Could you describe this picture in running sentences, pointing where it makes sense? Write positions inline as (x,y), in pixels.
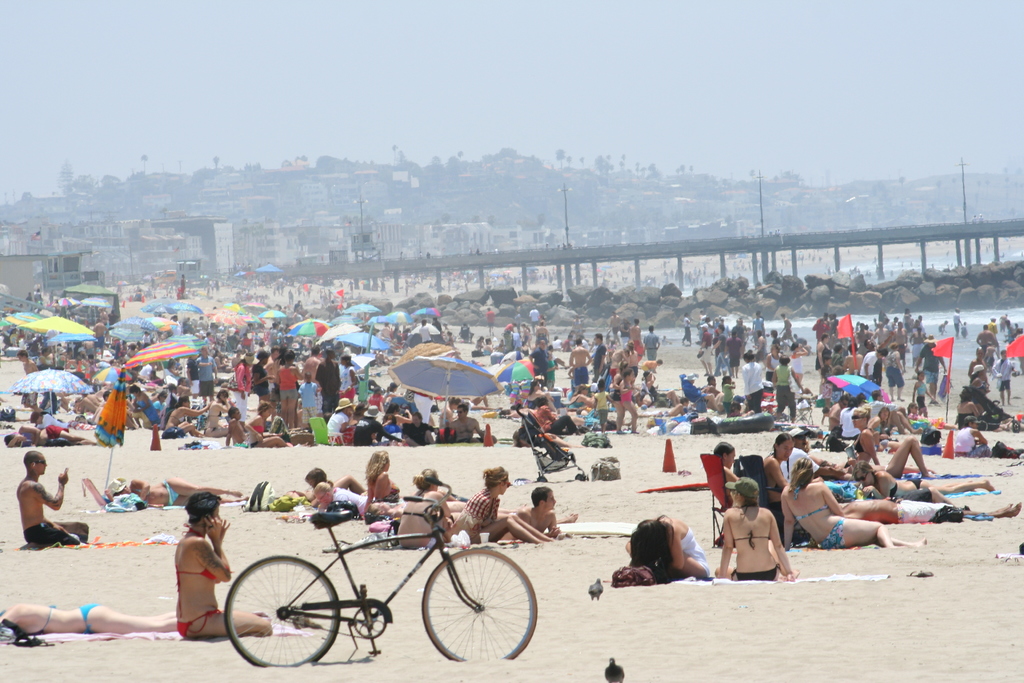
In this image we can see a sea shore (972,340). There are many people (240,385). Also there are umbrellas (354,340). And there is a cycle (423,500). In the background (917,301) we can see stones (715,298), bridge (549,265) with pillars (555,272). Also there are buildings (287,231) and there are light poles (564,205) and there is sky (324,44).
